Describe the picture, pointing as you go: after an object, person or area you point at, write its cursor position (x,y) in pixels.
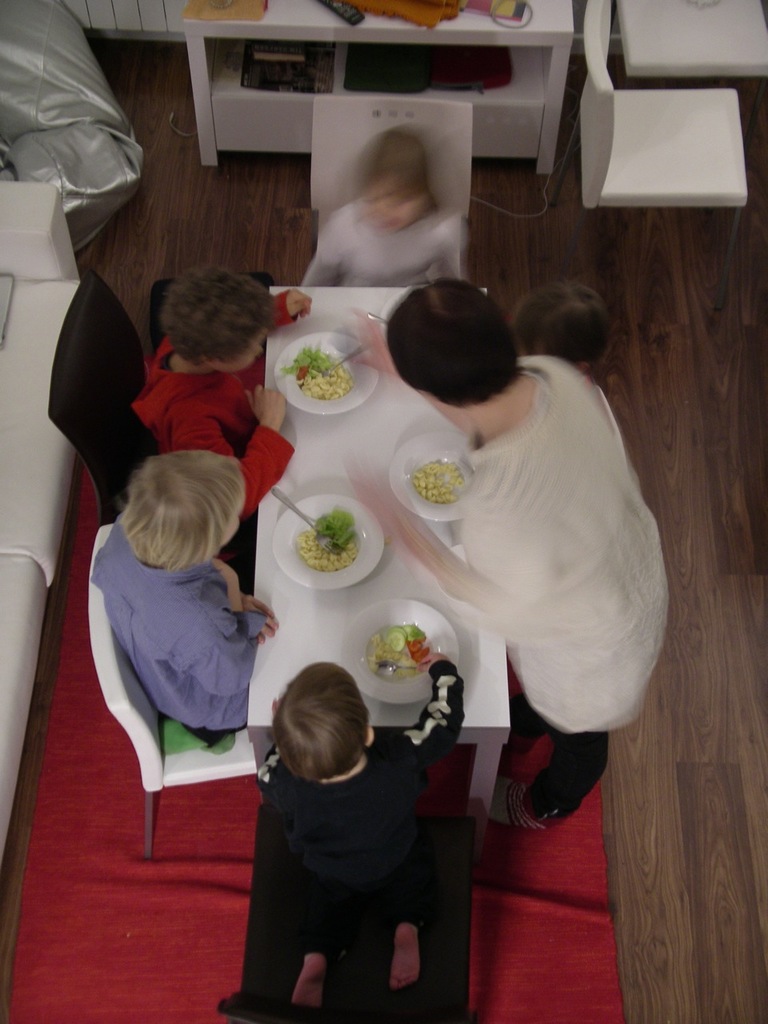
In this picture we can see some people (346,841) including children (353,219) sitting on chair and in front of them there is table (350,624) and on table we can see plate (357,546) with food (319,565) and spoon (317,530) on it and beside to them we have tables (207,45), chairs (661,166), carpet (598,912).
